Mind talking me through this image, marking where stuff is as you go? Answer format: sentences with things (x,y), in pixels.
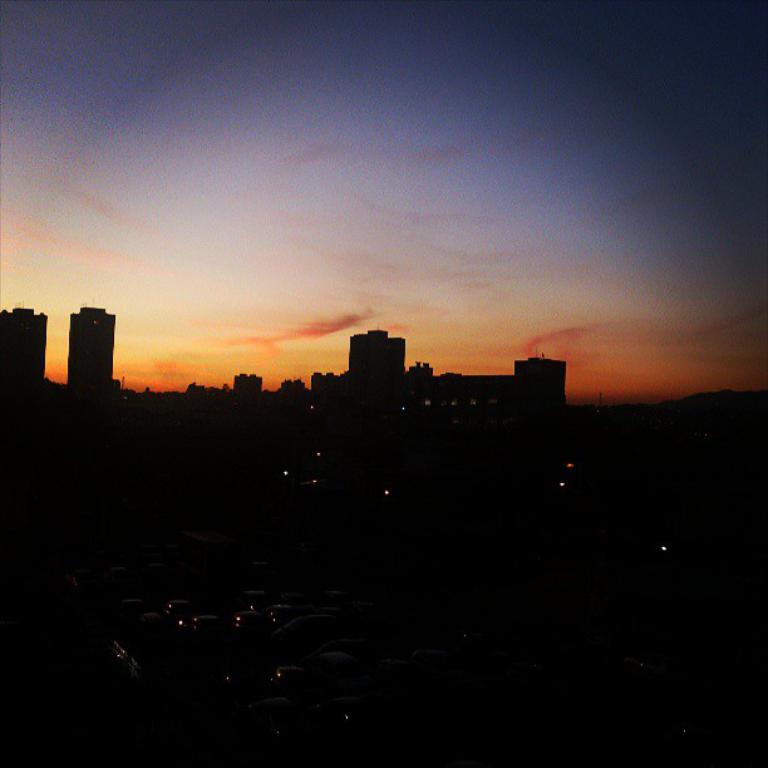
In this image we can see electric lights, buildings (449,386) and sky (461,218) with clouds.
